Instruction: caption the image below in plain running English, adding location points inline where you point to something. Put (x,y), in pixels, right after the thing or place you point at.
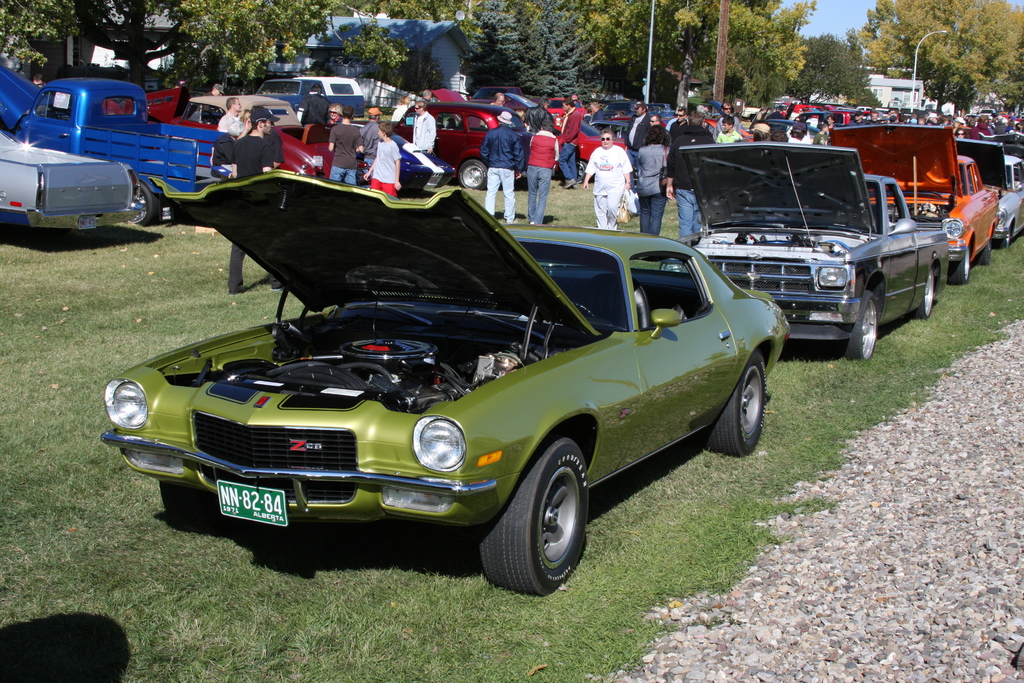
Here in this picture we can see number of cars (632,285) present on the ground (582,203), which is fully covered with grass (582,218) over there and we can see the bonnets (505,304) of the cars (826,223) are opened and we can also see number of people (550,176) standing and walking on the ground (560,202) over there and on the right side (903,517) we can see some stones (936,493) present and we can see plants (432,79) and trees (192,34) present all over there and we can also see some pole (648,87) and light posts (914,77) present over there.
